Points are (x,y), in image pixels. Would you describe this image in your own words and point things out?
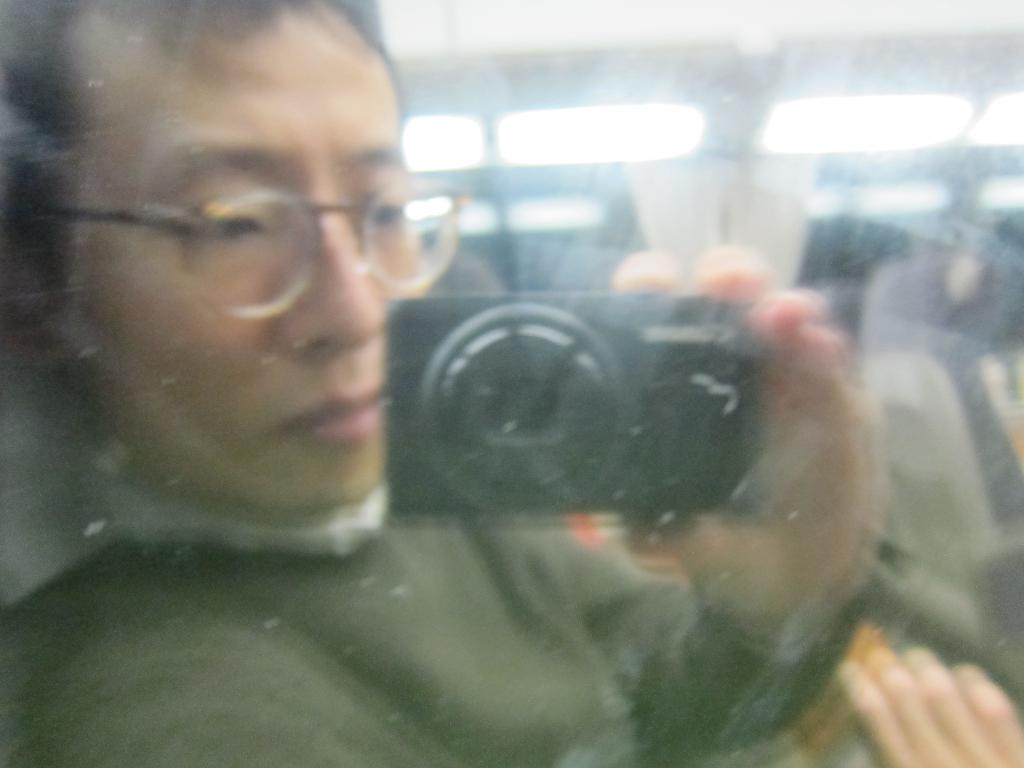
This image is captured when the lady (275,94) is sitting behind the glass (973,381) holding camera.
